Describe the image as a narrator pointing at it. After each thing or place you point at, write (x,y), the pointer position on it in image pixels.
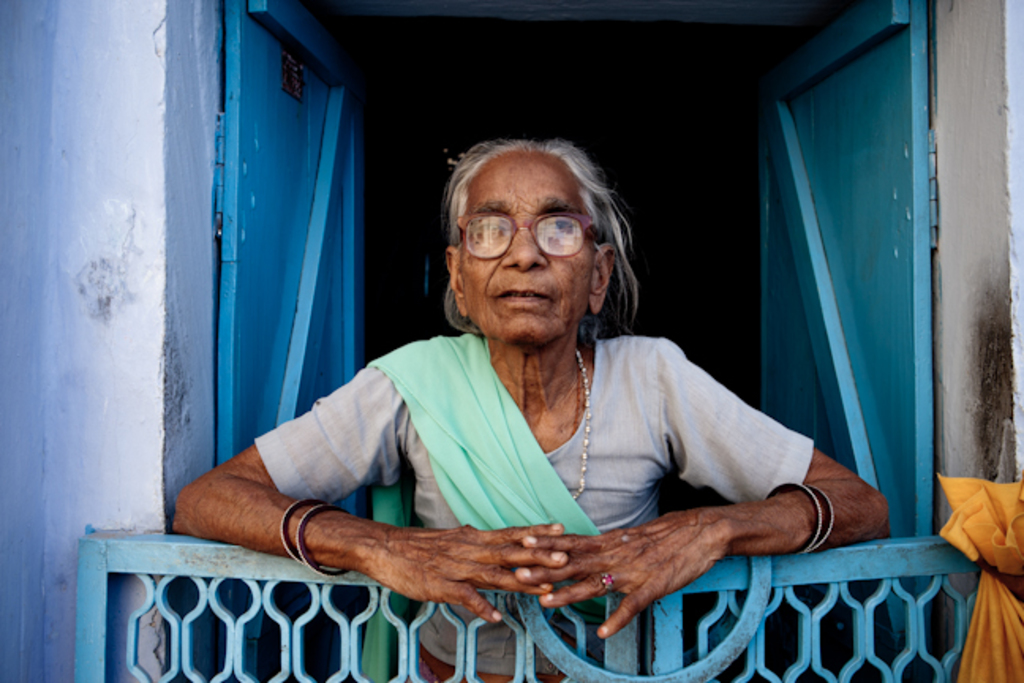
In the center of the image (524,405) we can see a person (524,414) is standing. At the bottom of the image (633,631), we can see a gate (904,655) and one cloth (999,633). In the background (931,525) there is a wall (31,32) and a door (783,301).
